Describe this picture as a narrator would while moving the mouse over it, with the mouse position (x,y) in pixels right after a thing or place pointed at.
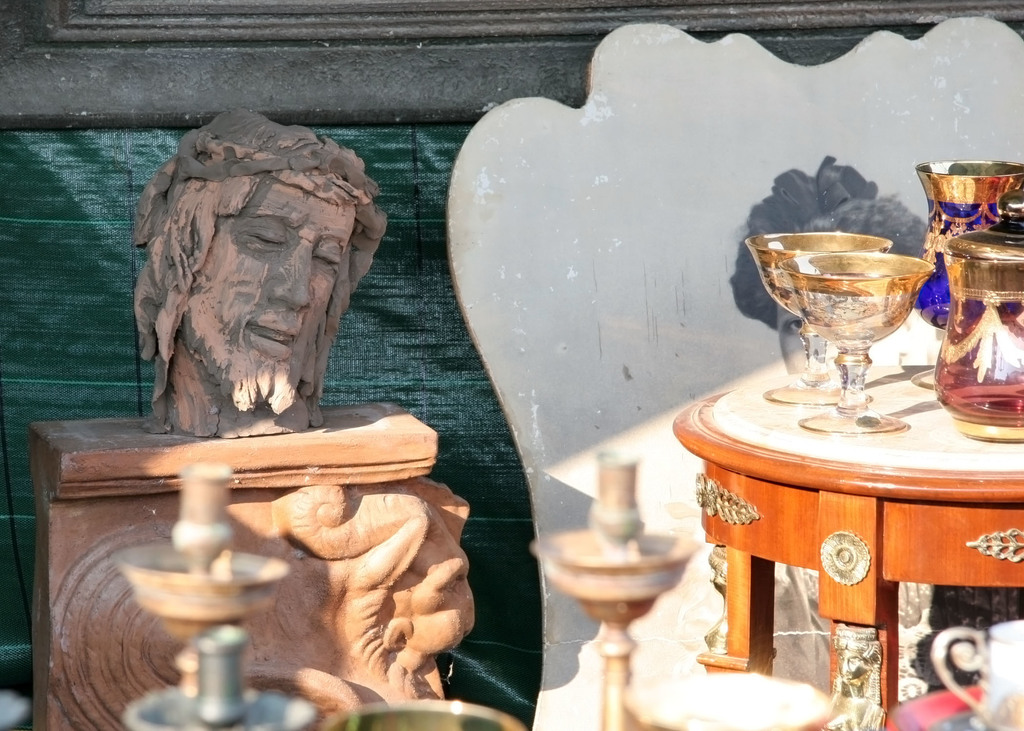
In this picture we can see a sculpture (204,220) couple of glasses (775,295), jugs (942,196) on the table (923,515).
